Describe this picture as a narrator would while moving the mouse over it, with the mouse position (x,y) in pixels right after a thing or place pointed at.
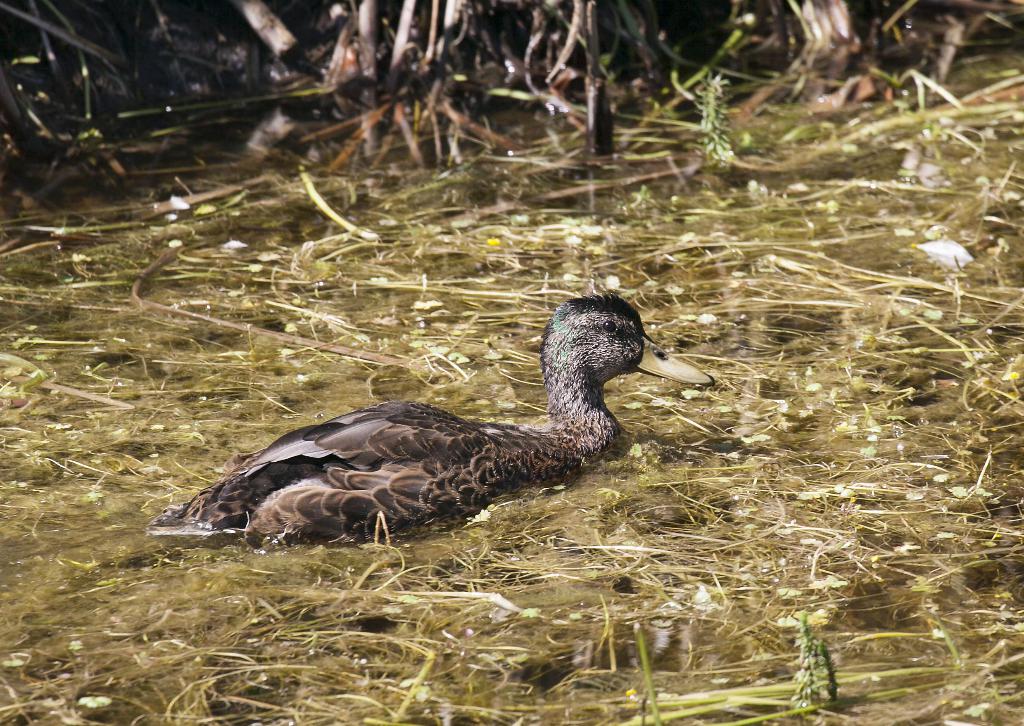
In this image we can see duck (321,537) and creepers (816,347) on the water (516,370).
